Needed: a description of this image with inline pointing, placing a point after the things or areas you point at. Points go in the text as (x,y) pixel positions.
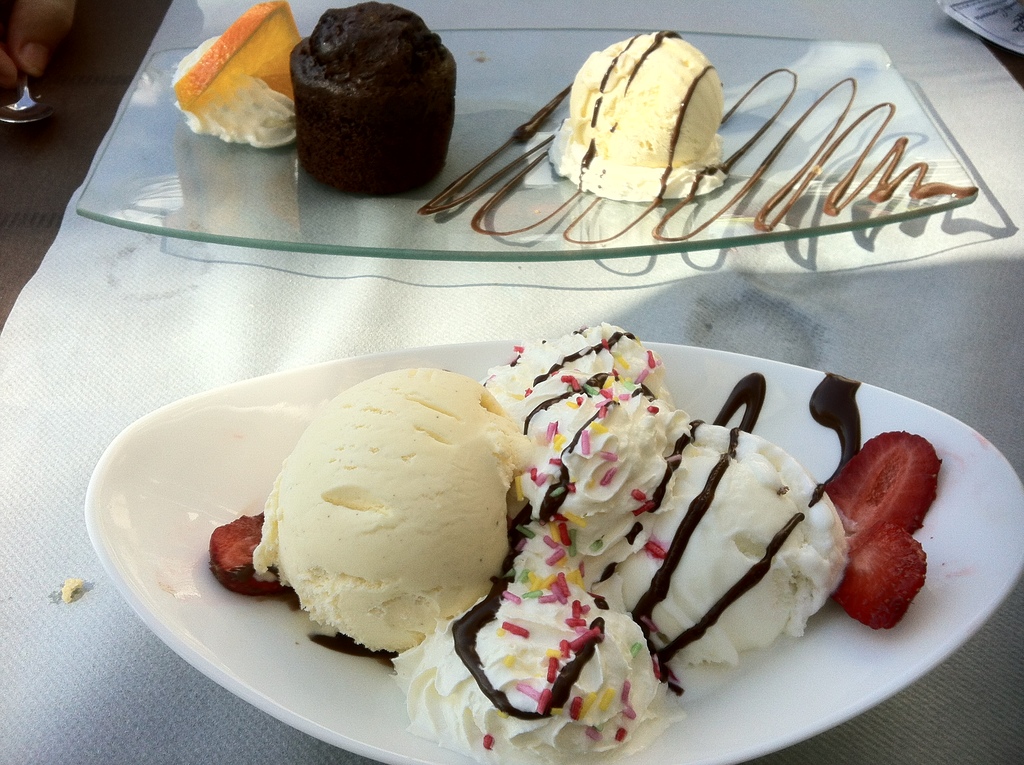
In this image I can see ice creams (468,384) and other food items (484,231) on a glass plate (617,247) and a white color object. These objects (492,480) are on a surface (154,317).
